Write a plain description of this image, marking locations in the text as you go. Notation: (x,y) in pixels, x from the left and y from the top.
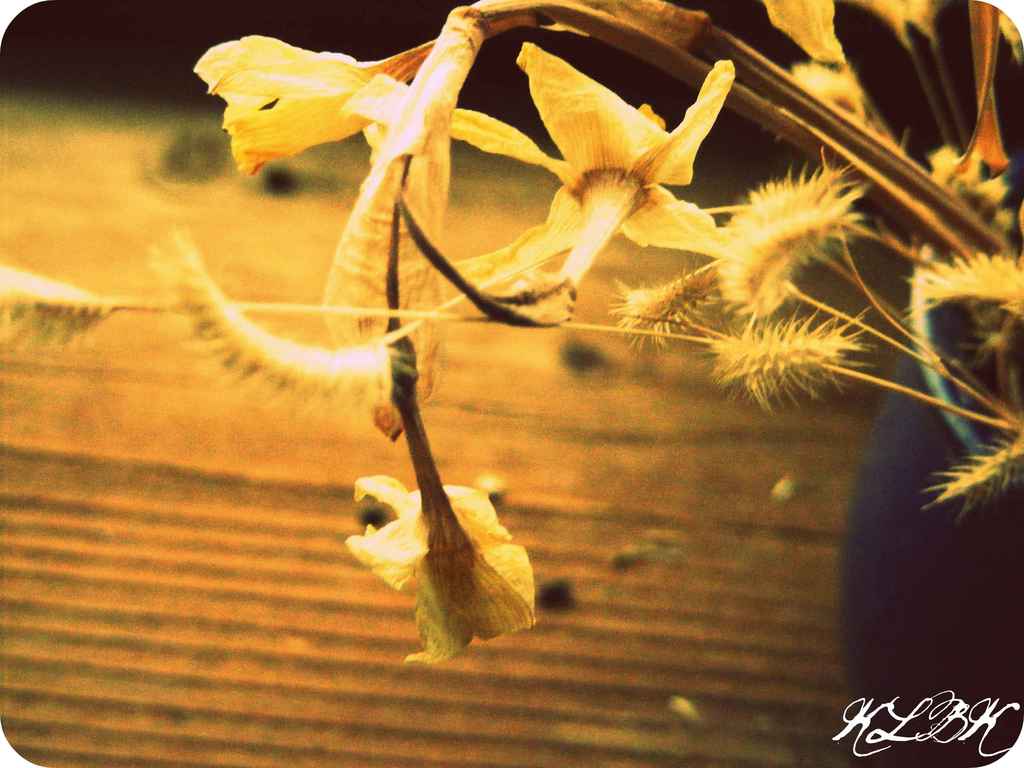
In this image there are flowers (413,306) of a plant (969,203). To the right (935,514) there is a flower pot (923,567). The background (616,432) is blurry. In the bottom right (879,716) there is text (908,718) on the image.
